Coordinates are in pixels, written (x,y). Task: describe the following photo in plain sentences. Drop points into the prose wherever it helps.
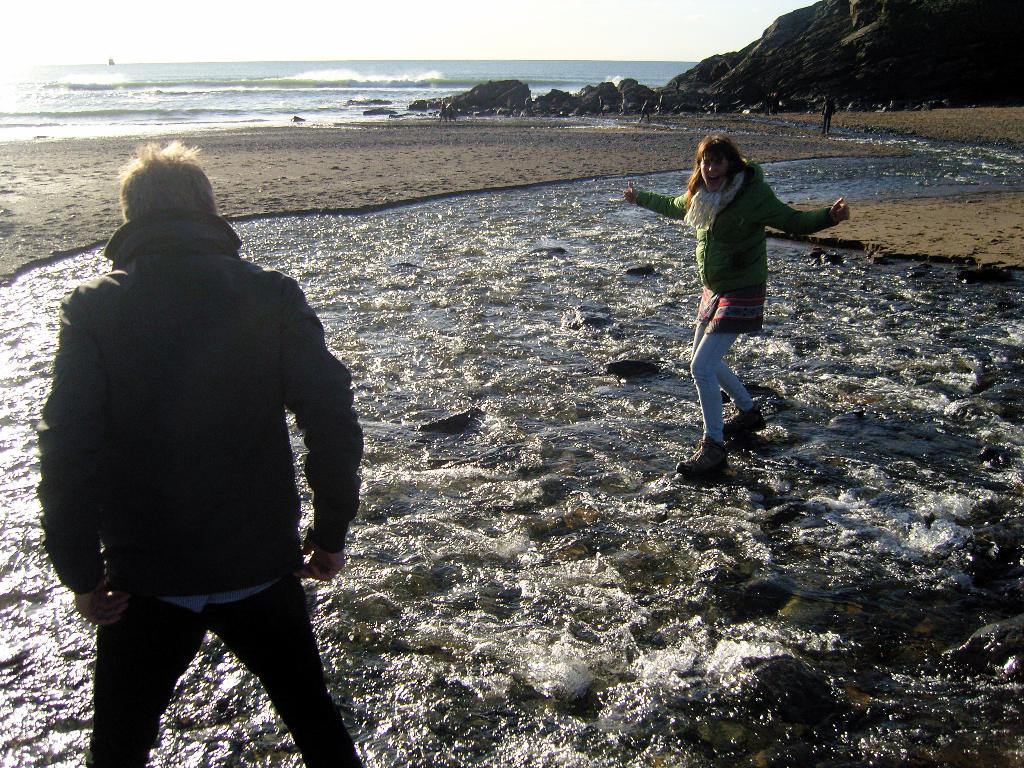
In this picture there is a lady (696,206) on the right side of the image (713,302), on the water flow (501,422) and there is a man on the left side of the image (324,494), there are rocks (520,93) and water (211,108) at the top side of the image (563,94) and there is another man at the top side of the image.
